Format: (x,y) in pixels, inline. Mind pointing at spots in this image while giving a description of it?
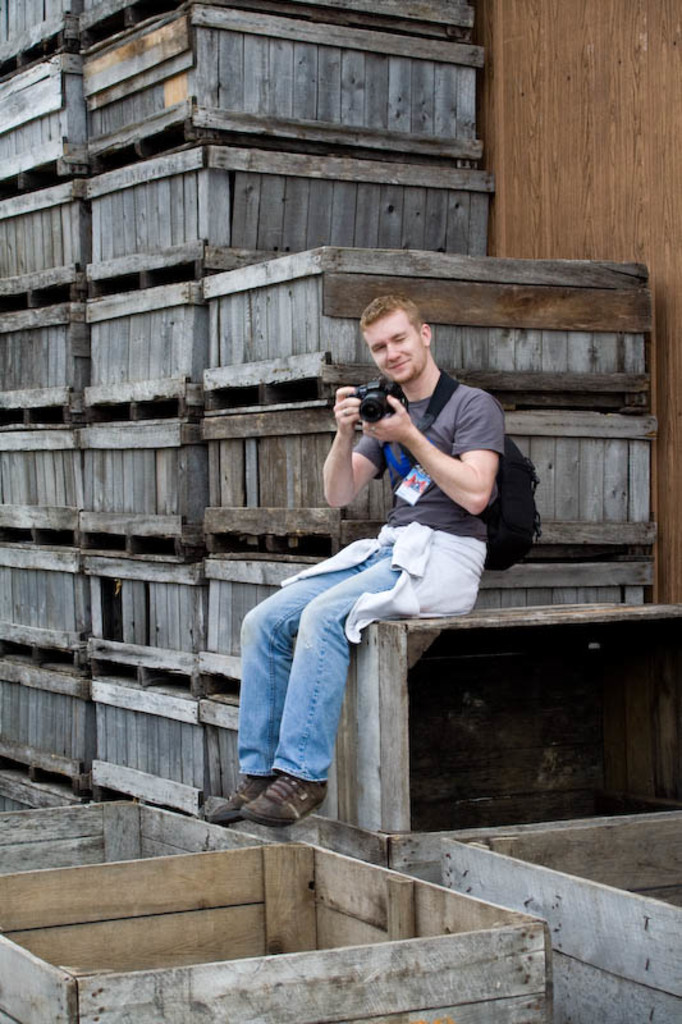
Here we can see a person (390,464) sitting, and holding a camera (380,398) in his hands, and at side there are wooden boxes (99,164).
